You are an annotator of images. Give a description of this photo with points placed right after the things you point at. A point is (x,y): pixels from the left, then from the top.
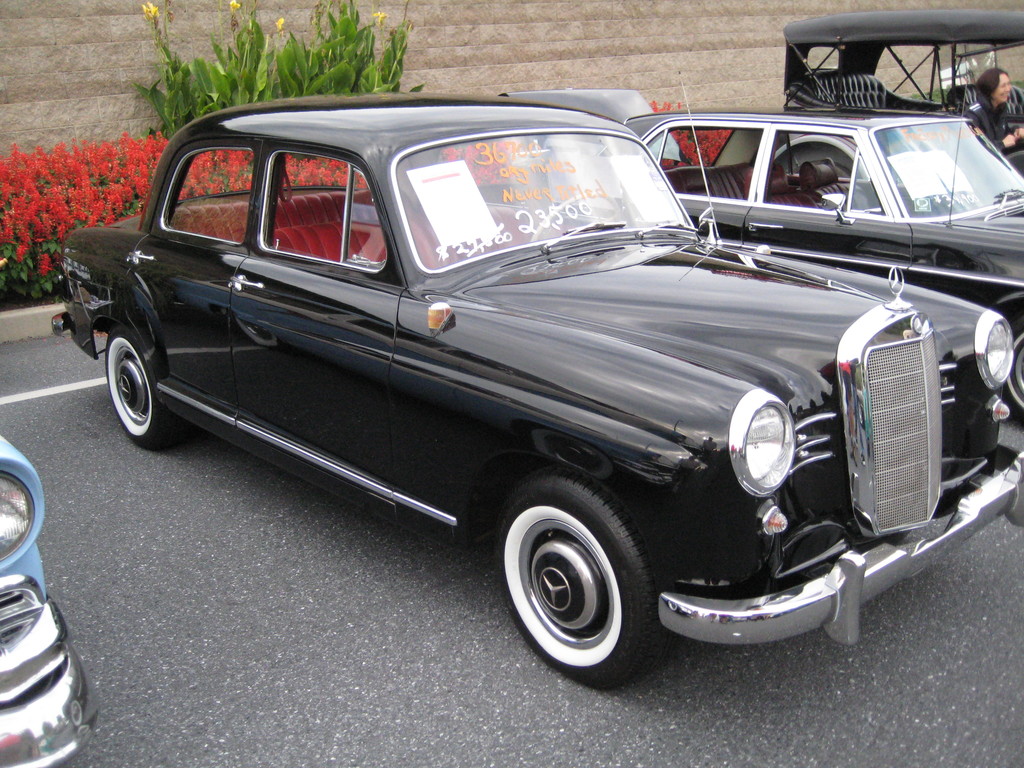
In the image we can see there are vehicles (496,394) of different colors and sizes, in the vehicle (962,106) there is a person (983,93) sitting wearing clothes (988,124). Here we can see road (261,630), flower plants (69,219) and wall (63,28).
